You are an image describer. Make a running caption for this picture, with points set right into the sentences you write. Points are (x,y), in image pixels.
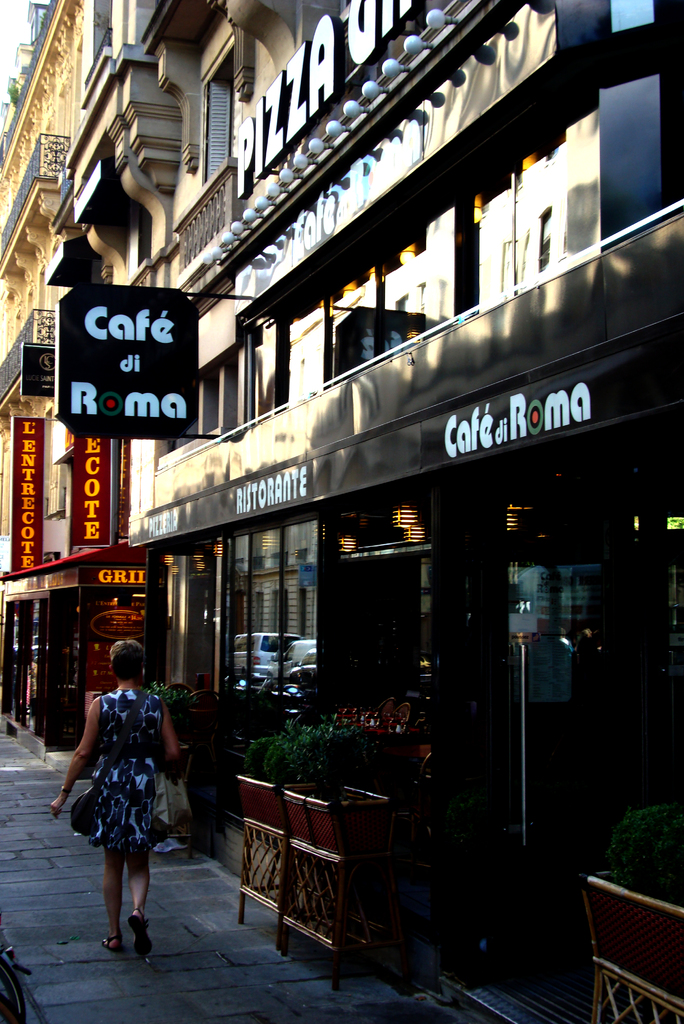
In this image in the center (277,480) there are some buildings (360,696), boards (114,404) and at the bottom (248,842) there are some flower pots (321,836) and plants (304,733) and glass doors (558,627) and one woman (125,754) is walking.
